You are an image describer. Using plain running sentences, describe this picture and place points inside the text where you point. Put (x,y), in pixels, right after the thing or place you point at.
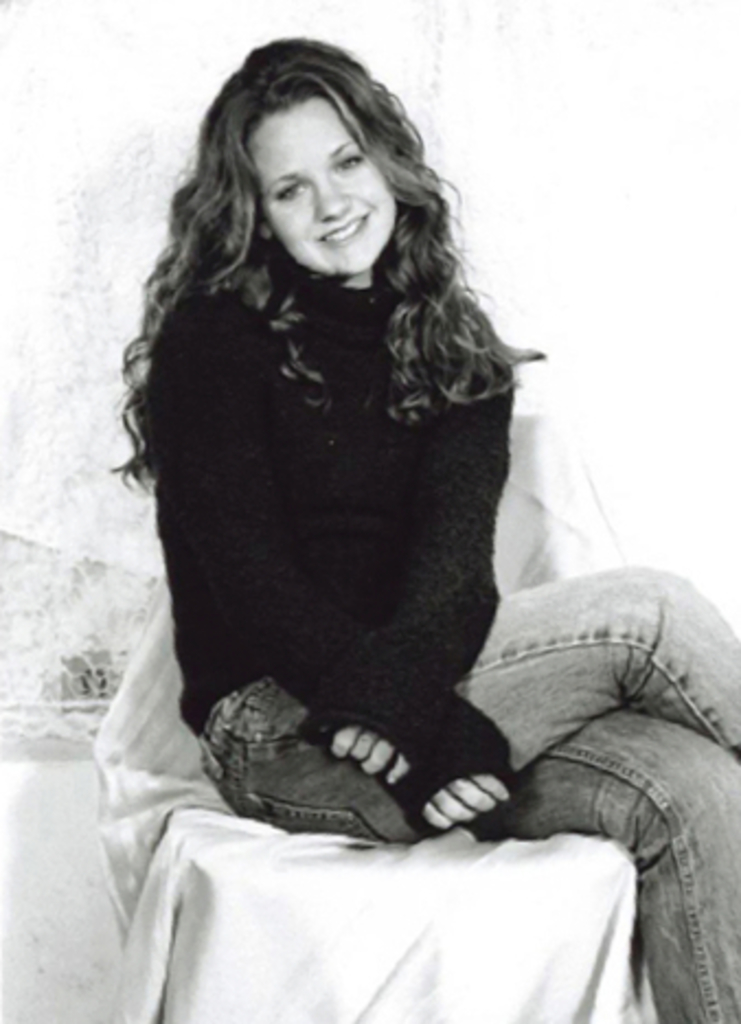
This image is a black and white image. In the background (69,778) there is a cloth (78,616) and there is a wall (64,880). In the middle of the image (305,410) a girl (295,498) is sitting on the chair (527,939) and she is with a smiling face (329,223).
